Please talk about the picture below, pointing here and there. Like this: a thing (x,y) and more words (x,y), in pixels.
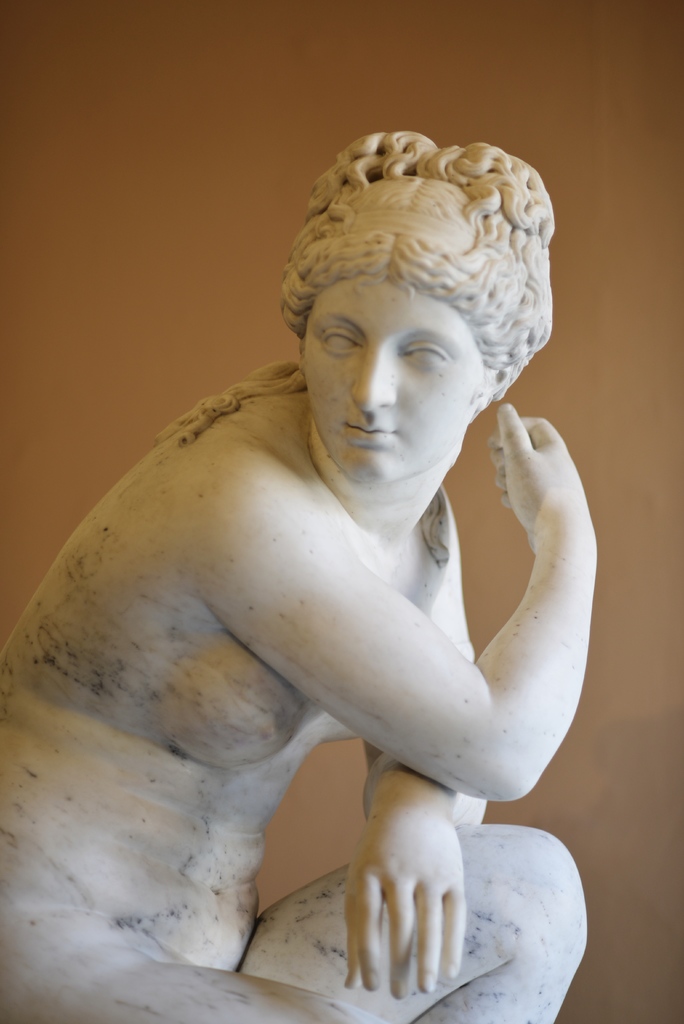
In this picture there is a statue of a woman (191,634) which is in white color.
